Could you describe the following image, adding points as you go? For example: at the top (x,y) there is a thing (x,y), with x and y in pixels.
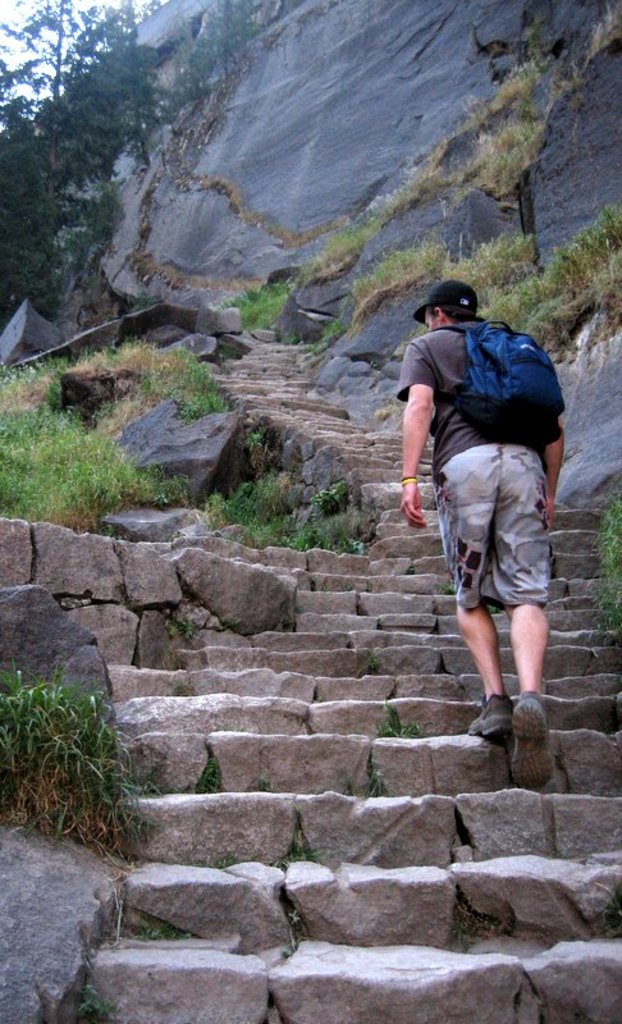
In this image in the center (406,413) there is one person (514,630) who is walking on stairs (268,411), and on the top of the image (232,185) there are some mountains (164,165) and trees (98,110) and some plants (104,429).
